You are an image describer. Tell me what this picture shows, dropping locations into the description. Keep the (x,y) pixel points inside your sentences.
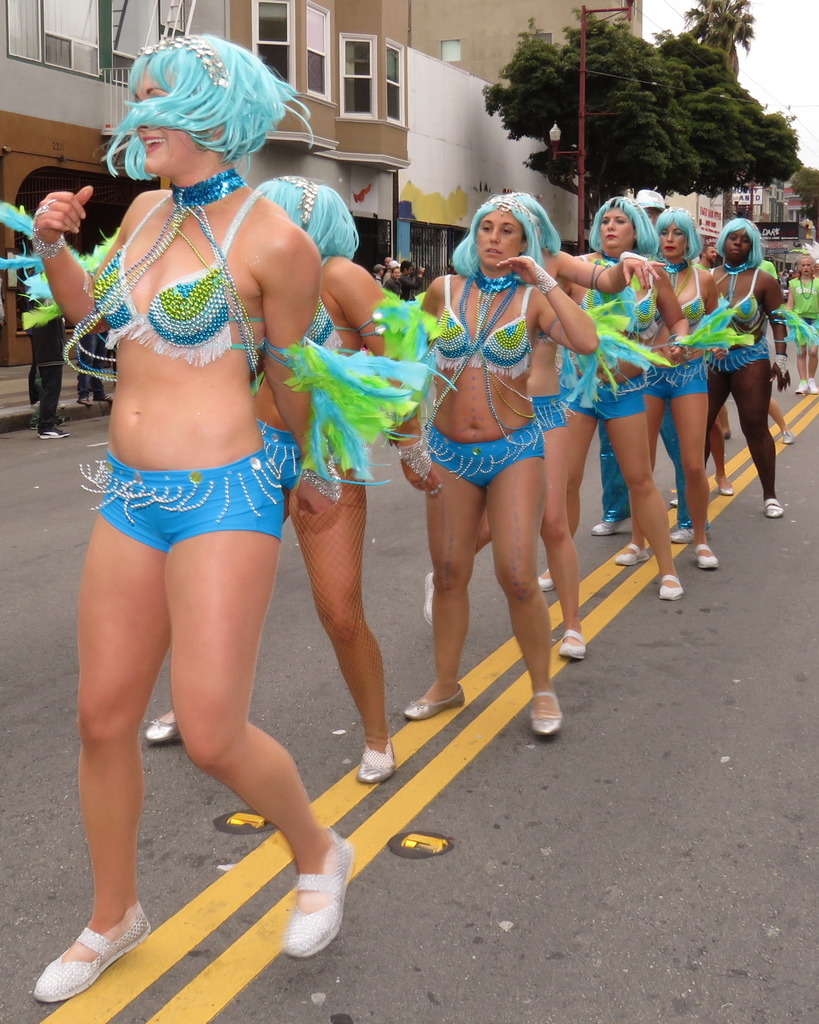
This is a picture of few women (260,310) standing in a line on the road (348,968) and dressed in blue and green color combination and left side (66,24) to them we can see buildings (412,84) and trees (642,74).
